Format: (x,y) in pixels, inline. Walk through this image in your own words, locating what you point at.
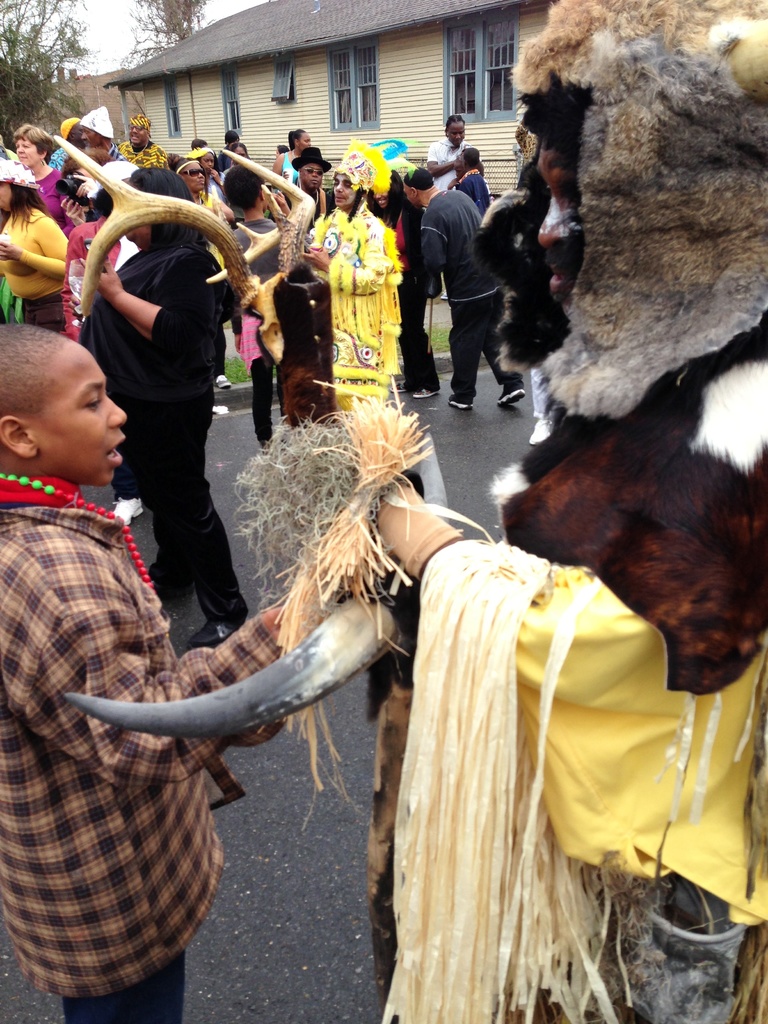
In the image on the road (294,804) there are many people (360,355). Few are wearing mask (595,229) and holding horns (288,655). In the background (236,50) there is a building (165,83) and trees (142,15).
